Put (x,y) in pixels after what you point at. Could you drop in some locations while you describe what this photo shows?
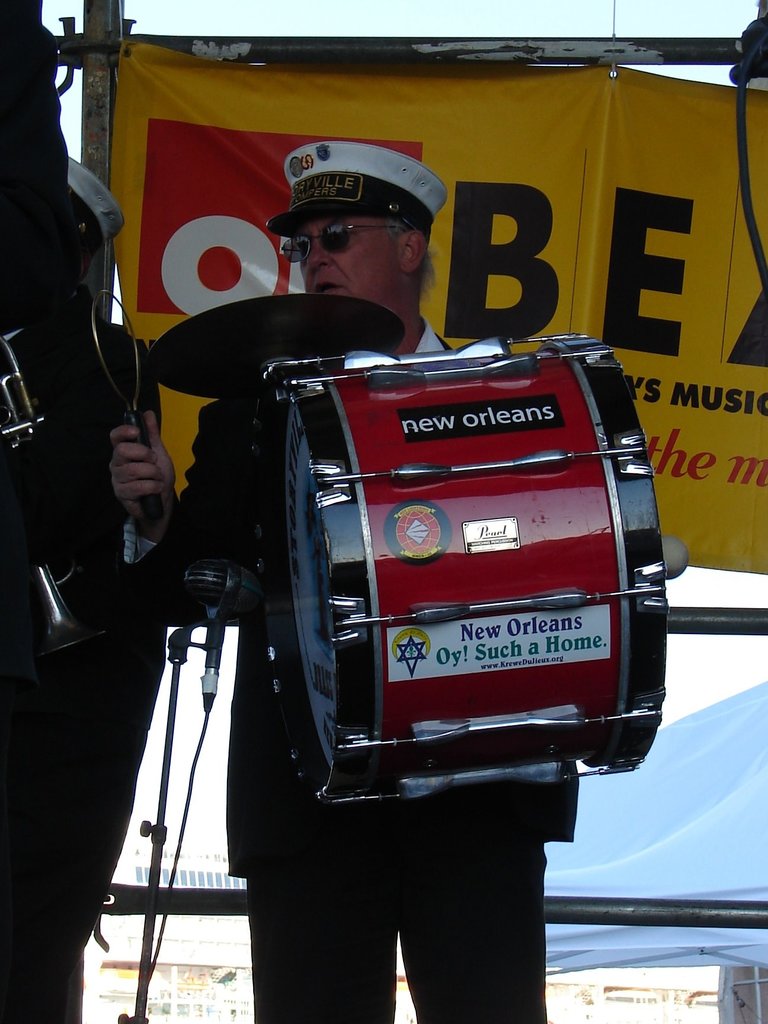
In the picture I can see a person (366,226) standing and carrying a drum (428,599) in front of him and there is an object (151,505) in his hands (119,471) and there is another person (63,454) and few other objects (25,426) in the left corner (29,391).
